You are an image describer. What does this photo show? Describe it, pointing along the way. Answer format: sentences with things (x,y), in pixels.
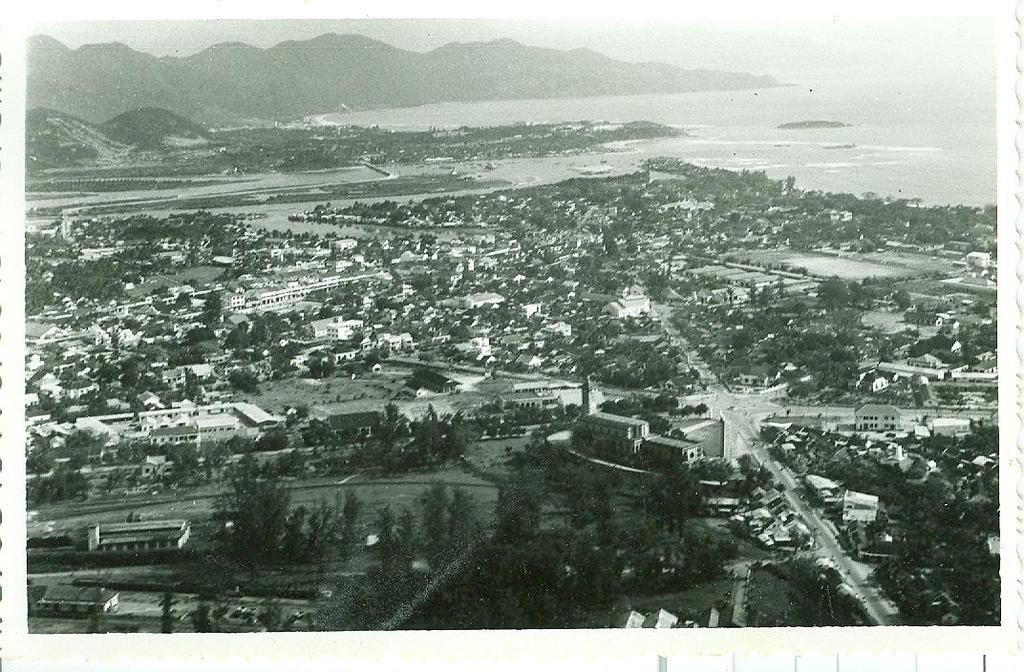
It is an old image, there is an aerial view of a city (343,236), it has many houses (489,302), trees (491,322), buildings (788,445), water (723,136), surface (539,107), mountains (351,90) and many more.
